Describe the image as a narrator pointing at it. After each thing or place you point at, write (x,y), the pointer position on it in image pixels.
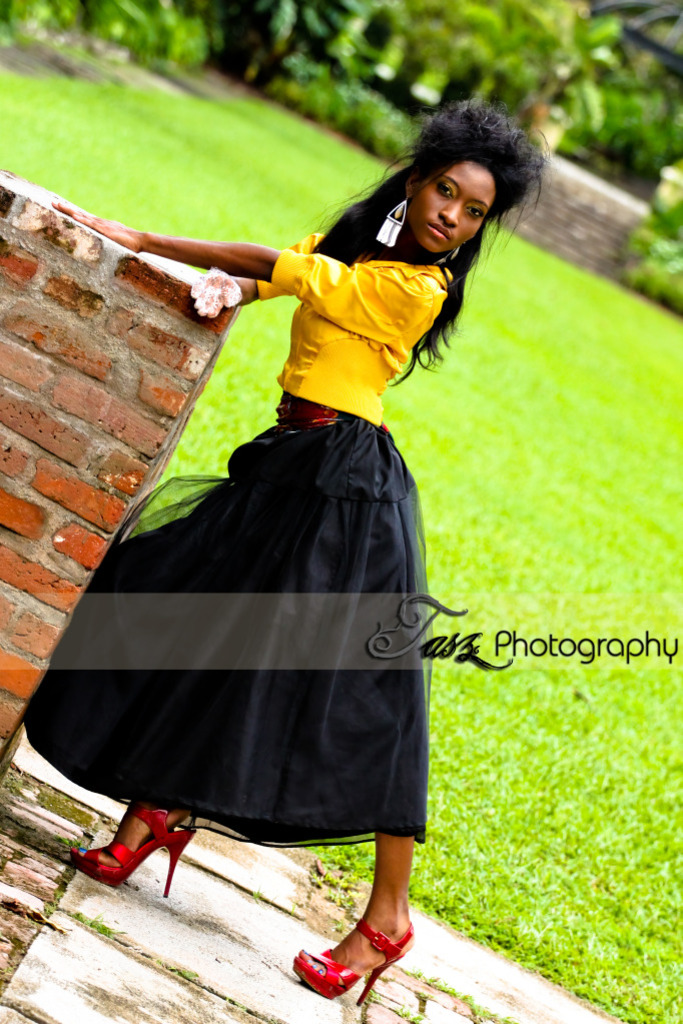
In this image, there is an outside view. There is a person (499,123) in the middle of the image (364,382) wearing clothes (380,350) and standing beside the wall (96,420).
